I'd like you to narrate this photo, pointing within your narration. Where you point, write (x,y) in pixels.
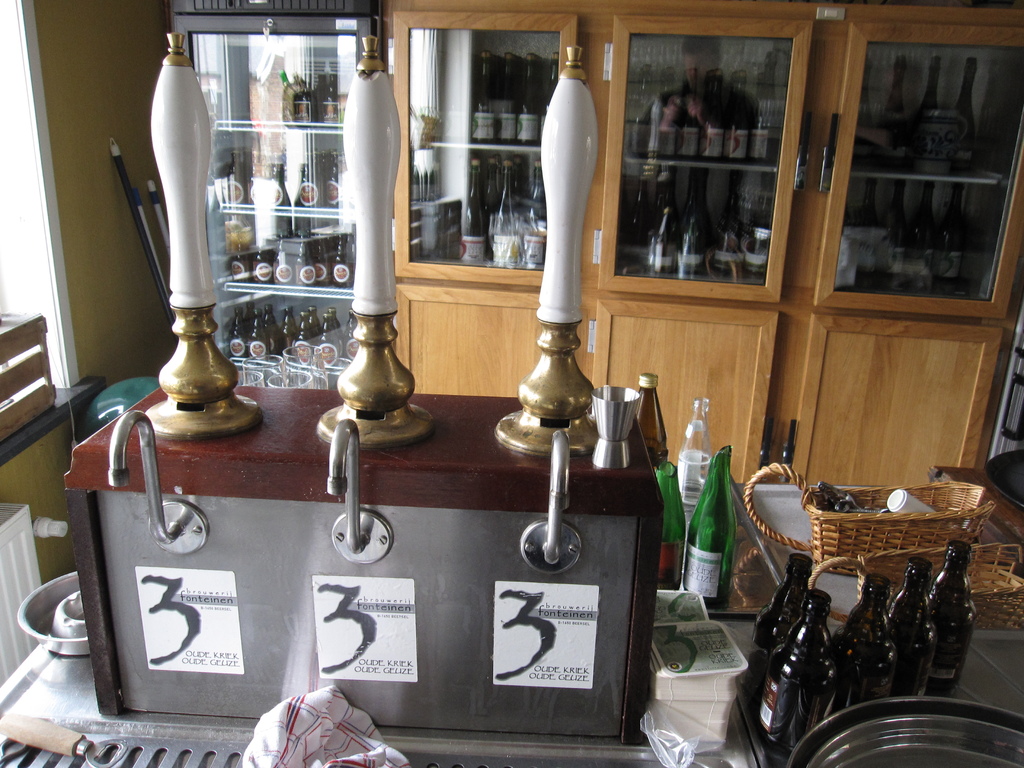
In this picture there are many bottles (510,204) which are placed in the cupboard (631,339). There are some other bottles (270,334) which are placed in the refrigerator (262,293). To the right (845,645), there are group of bottles (798,652) which are placed on the table (727,742). There is a basket (872,516) on the table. There is a cloth (315,735) and there are boxes (700,654) on the table (613,746).
